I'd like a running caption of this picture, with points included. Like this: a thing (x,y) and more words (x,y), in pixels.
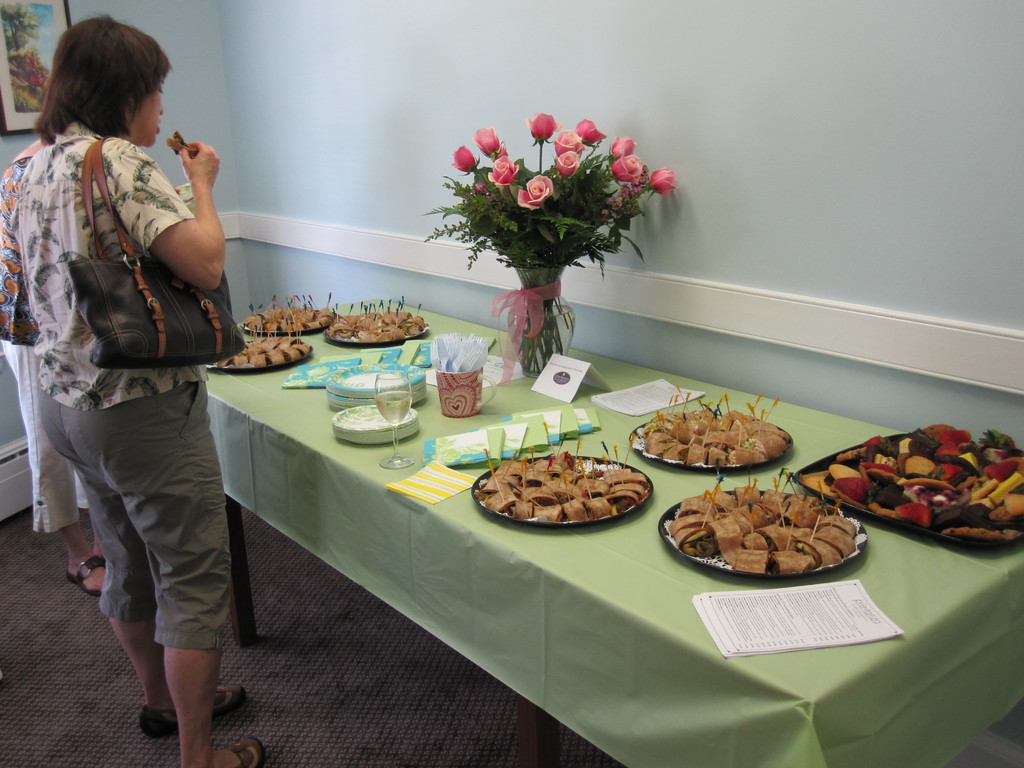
In this image I can see a woman (67,60) standing with a handbag (131,348). On table (620,539) there is a plate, food (600,495), glass (386,401) and a bouquet (506,187).
